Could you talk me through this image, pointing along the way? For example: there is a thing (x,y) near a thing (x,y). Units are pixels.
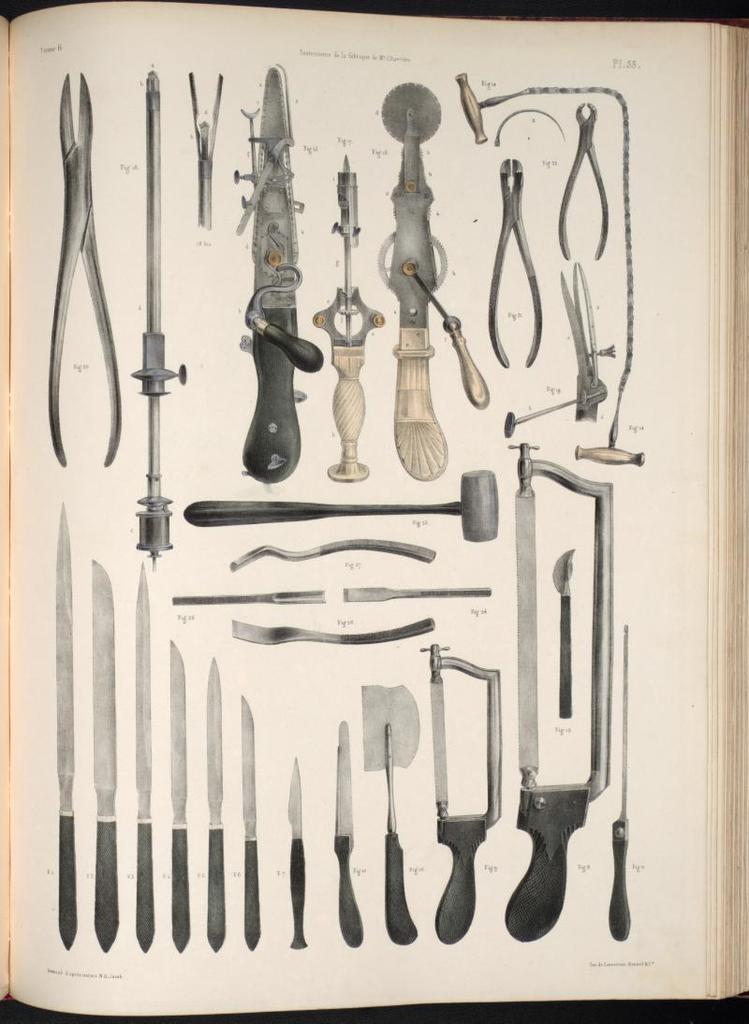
This image consists of a book (401,736). On that there are some images (607,483) of knives (220,872) and other instruments (476,671). There are different types of knives (144,813) and cutters (532,580). There is hammer (496,530) in the middle (339,507).
